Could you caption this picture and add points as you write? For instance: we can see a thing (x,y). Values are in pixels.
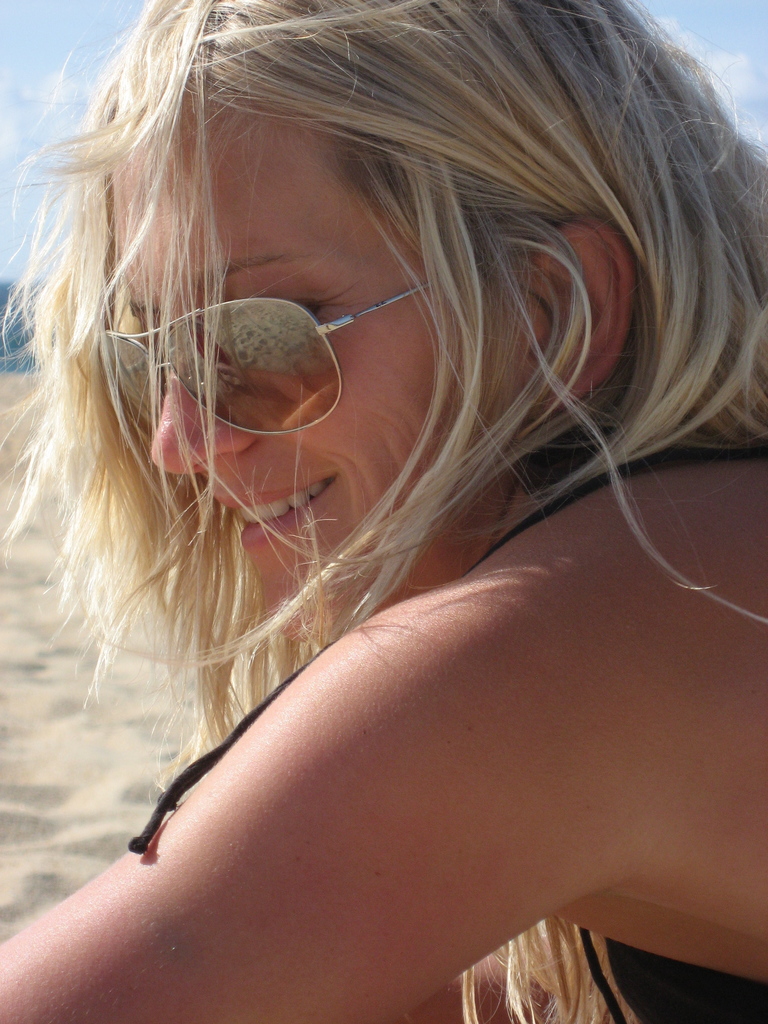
In this picture I can see a woman (542,753), she is smiling and also wearing the goggles (266,421).
